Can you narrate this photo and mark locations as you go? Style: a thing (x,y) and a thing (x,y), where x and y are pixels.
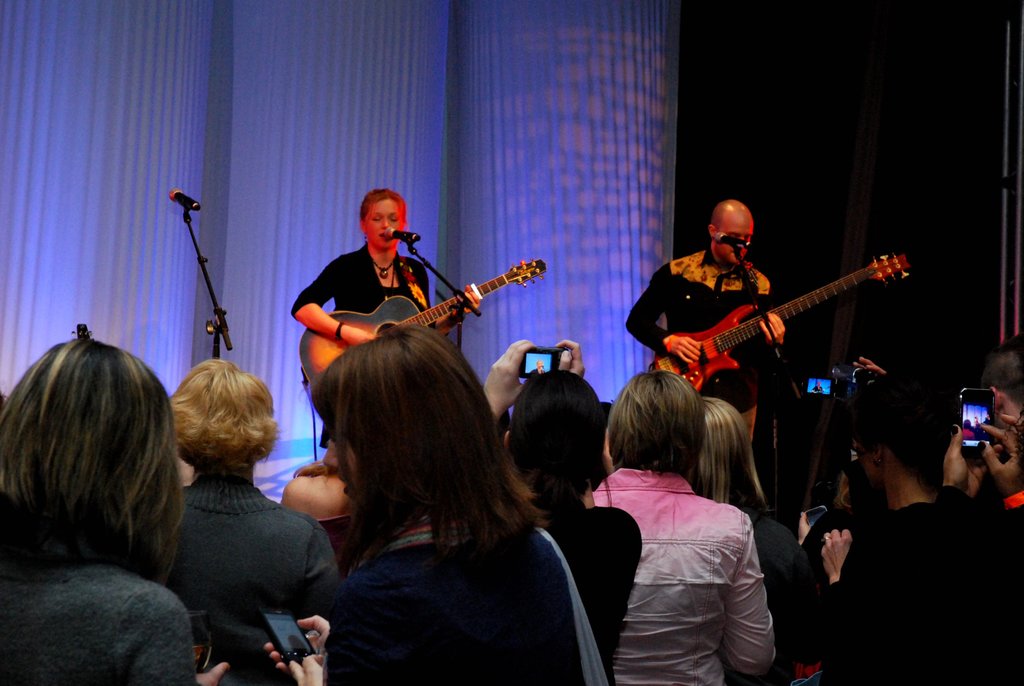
In this image, we can see few peoples (762,567) are standing in front of stage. There are 2 people (654,297) on the stage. They are playing a music with guitar (746,332). in-front of them, there are stands (738,254) with microphone (723,242). At the background (609,206), we can see white color cloth (315,193) with blue color lighting (587,304). In the middle of the image (561,363), a woman (544,386) is holding a camera (537,371). And the right side of the image (935,435), a person (995,461) is holding mobile phone (978,411). Here we can see camera (861,381).
